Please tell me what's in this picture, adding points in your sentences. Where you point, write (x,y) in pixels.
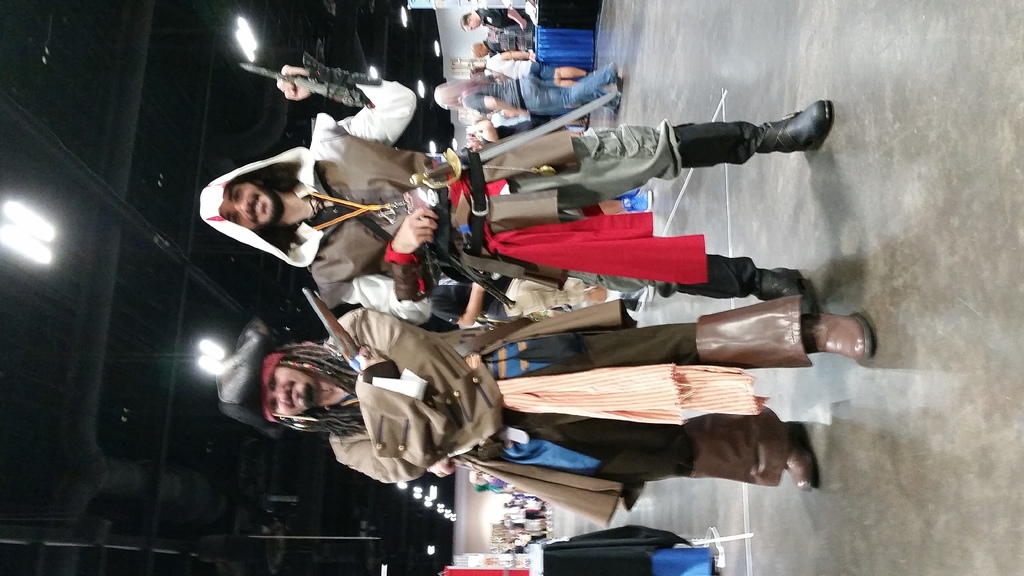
In this picture we can see two persons (518,274) are standing in the front (488,350), in the background (503,287) there are some people (540,82) standing, we can see a table (552,42) at the top of the picture (552,45), on the left side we can see some lights (245,35), these two persons (483,384) wore costumes (483,244).
